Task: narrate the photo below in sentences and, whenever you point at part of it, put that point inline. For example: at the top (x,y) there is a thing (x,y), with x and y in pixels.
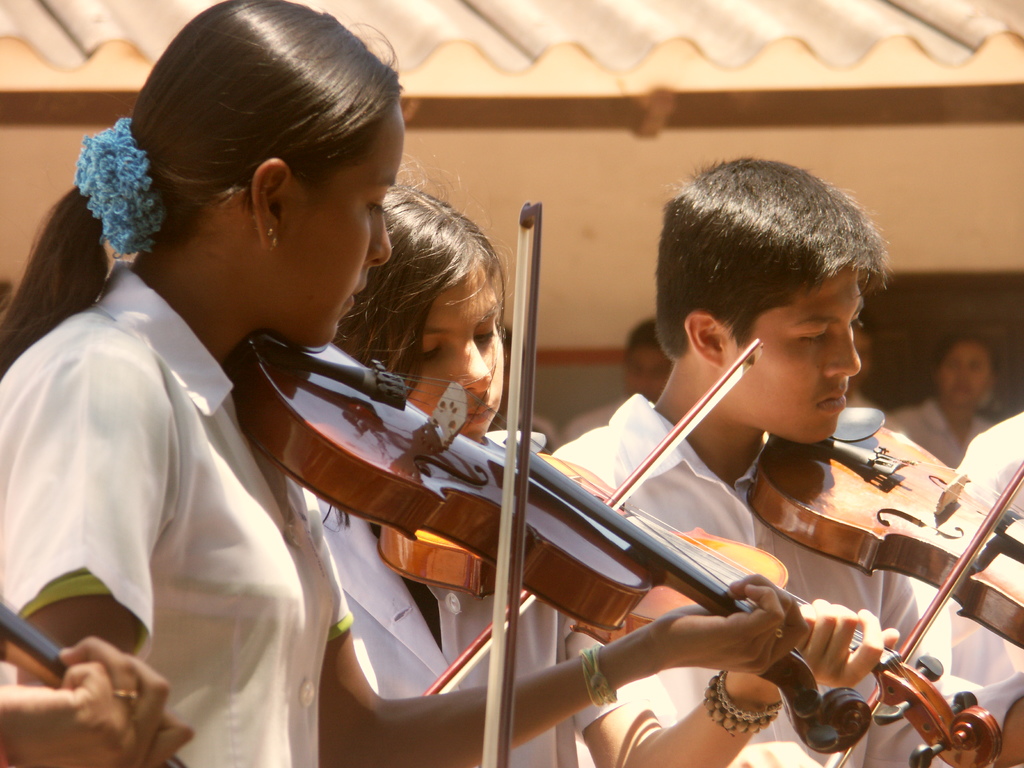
This image consists of three people (703,455) who are for playing violin (458,516). All of them are in white color dress (739,501). Two are women (277,592) and one is man (695,319). The one who is on the left side (188,249) is wearing hair band (143,248).
